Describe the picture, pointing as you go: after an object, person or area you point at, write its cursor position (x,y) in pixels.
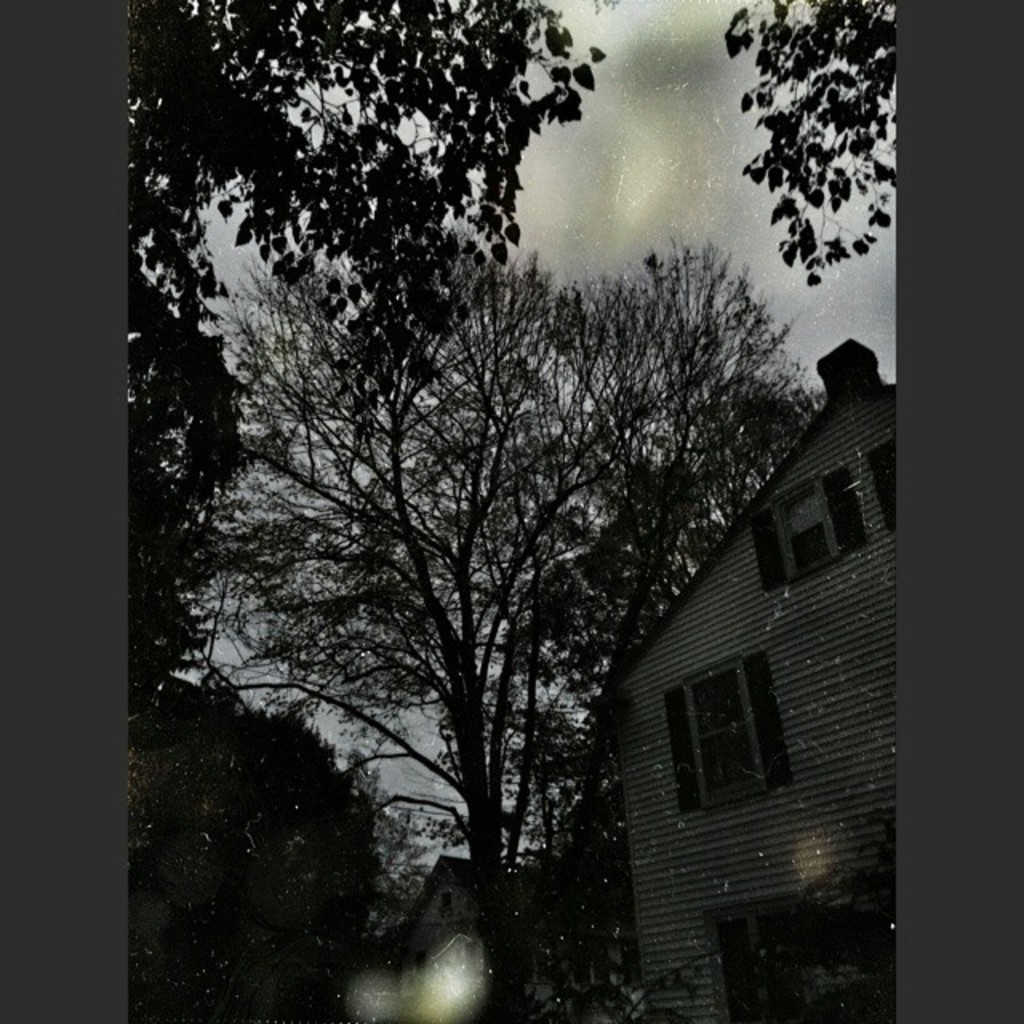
In this image I can see the black and white picture in which I can see the building (765,754), few windows (737,938) of the building (834,646) and few trees (495,607). In the background (650,226) I can see another building (467,927) and the sky (598,198).
